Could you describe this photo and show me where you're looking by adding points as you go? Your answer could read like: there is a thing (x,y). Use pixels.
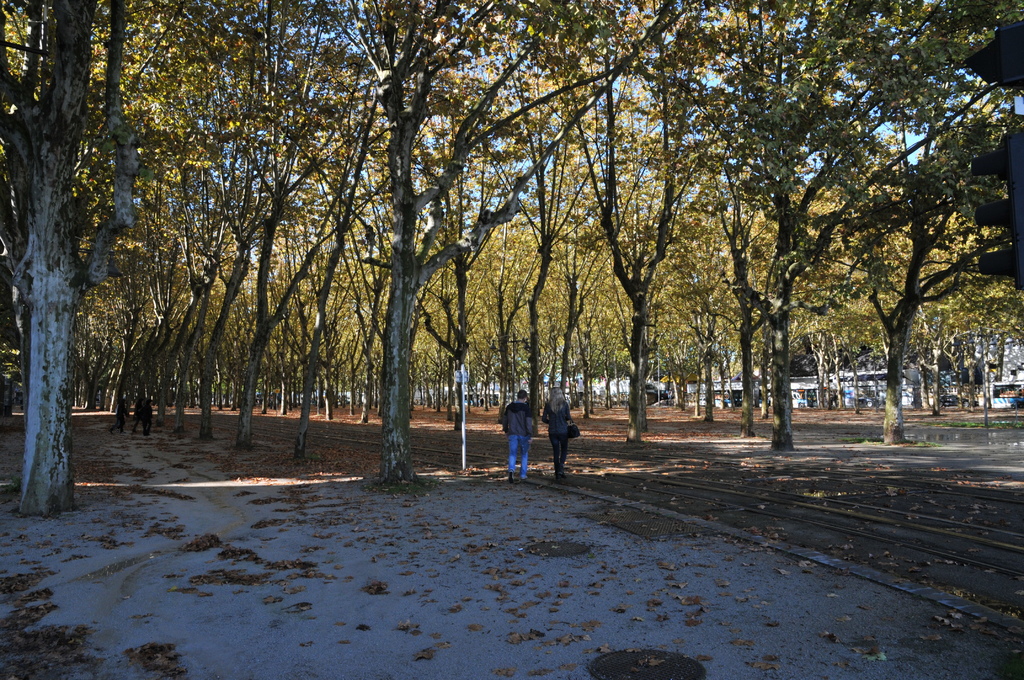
In this image we can see some trees (442,336), people (559,403), houses (954,390) and other objects (651,401). In the background of the image (521,155) there is the sky (628,79). At the bottom of the image (493,558) there is the floor (607,565).
